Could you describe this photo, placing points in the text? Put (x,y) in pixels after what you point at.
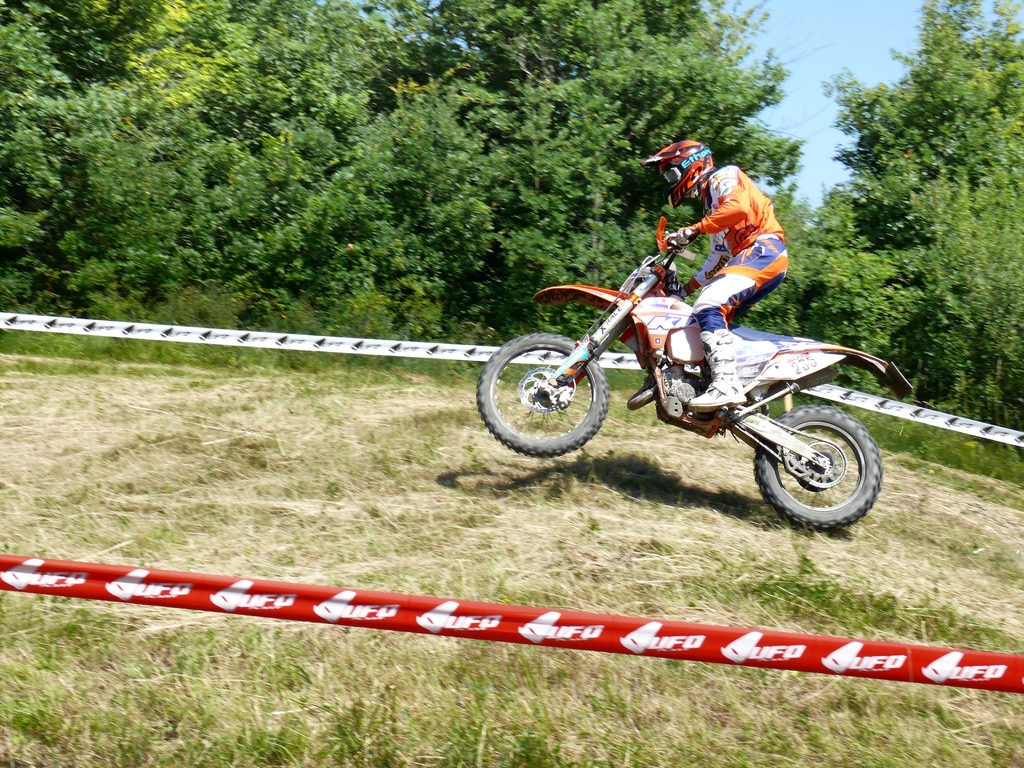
In the image in the center (531,357) we can see one person (697,282) riding bike (495,387) and he is wearing helmet (681,169). Around him, we can see two caution tapes (125,334). In the background (369,204) we can see the sky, trees (602,121) and grass (598,435).
